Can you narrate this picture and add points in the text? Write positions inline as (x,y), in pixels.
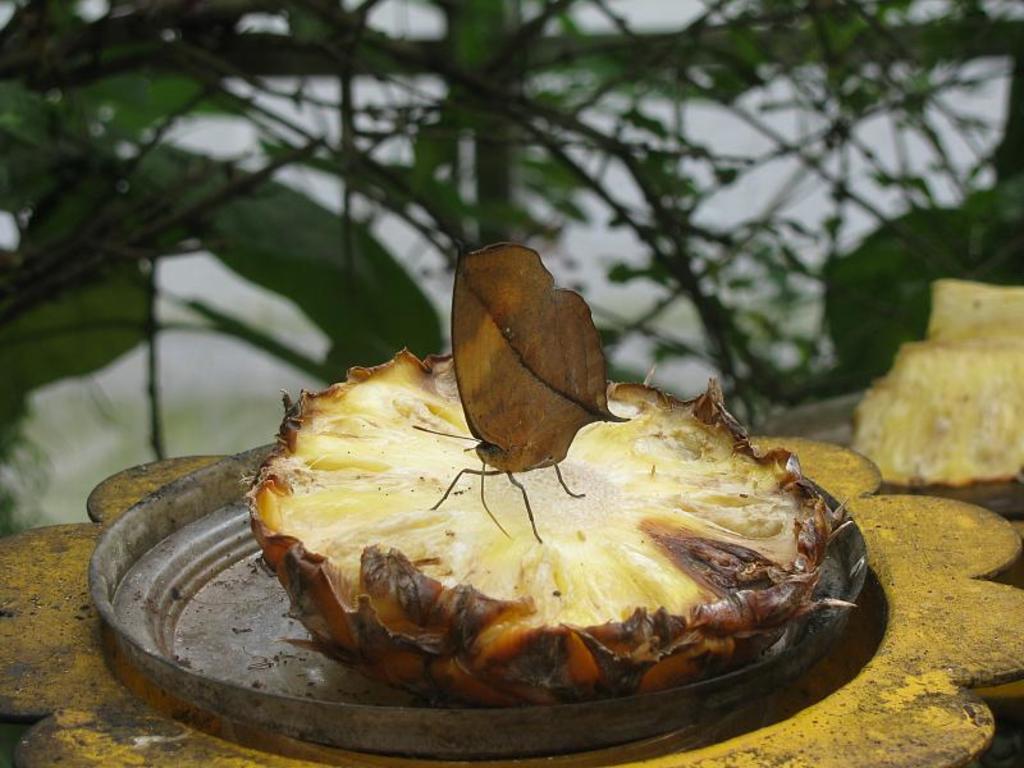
In this picture we can see a butterfly (472,380) on a fruit (464,465).
